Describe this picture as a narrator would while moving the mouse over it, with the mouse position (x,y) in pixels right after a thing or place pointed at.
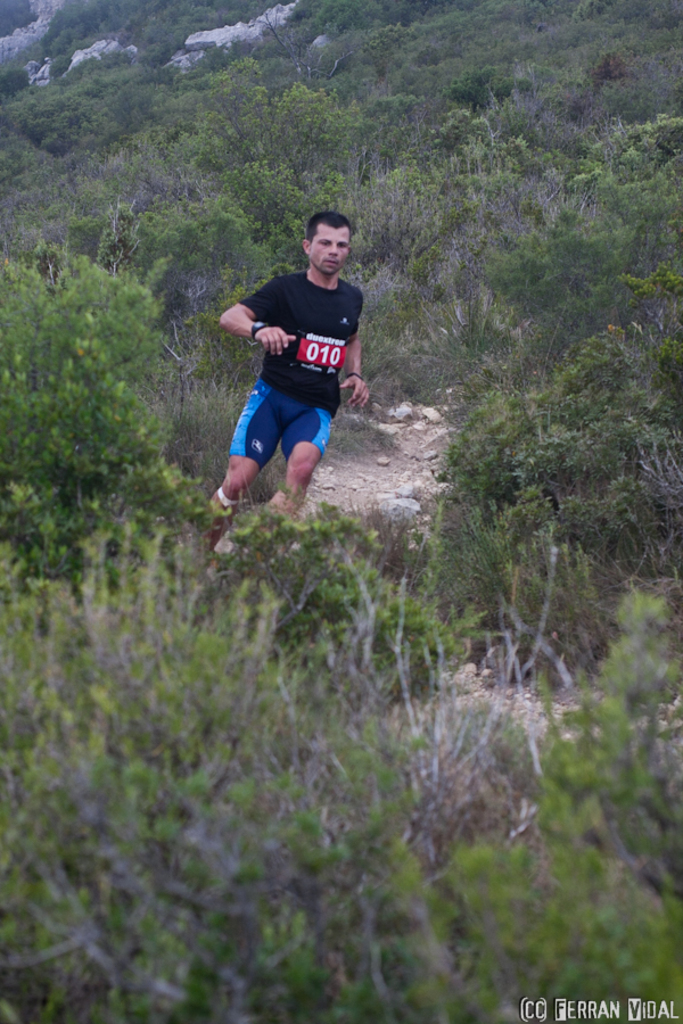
There is a person (298,402) wearing chest number (318,340) and watch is running. There are many trees (201,716). In the right bottom corner (569,1009) there is a watermark (535,1004).
